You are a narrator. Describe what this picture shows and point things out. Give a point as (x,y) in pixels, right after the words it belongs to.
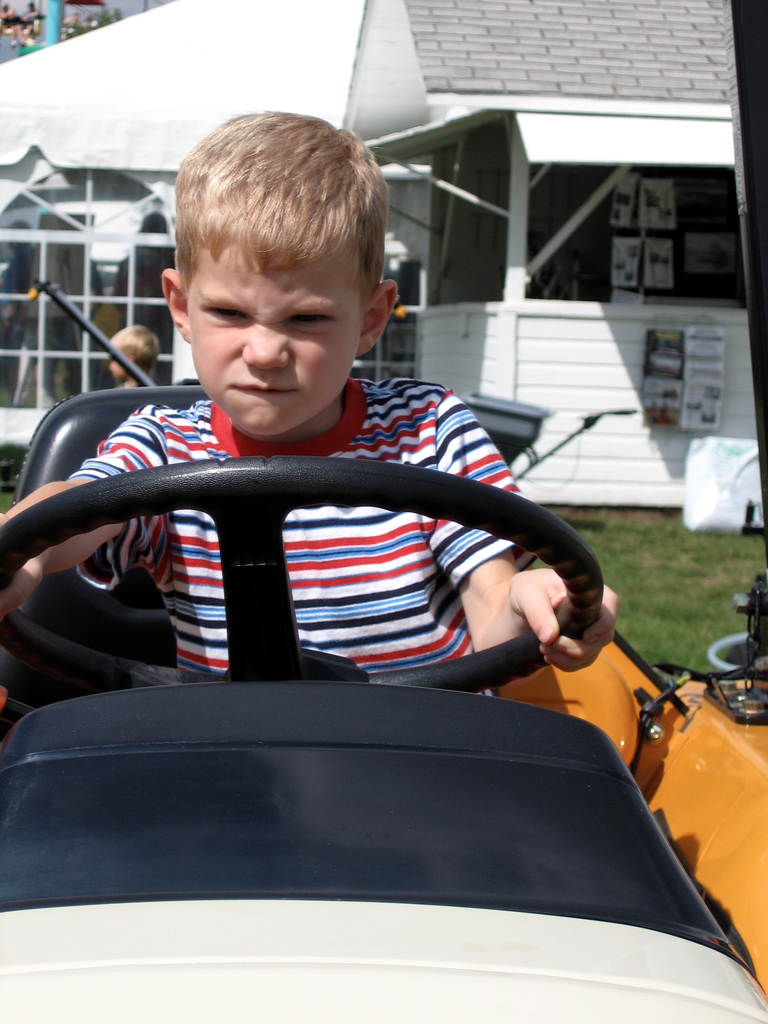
In this image there is one kid (374,303) sitting on a vehicle (363,782) and there is a building (449,275) in the background (99,355), there is one more kid (137,354) on the left side of this image (130,344).
